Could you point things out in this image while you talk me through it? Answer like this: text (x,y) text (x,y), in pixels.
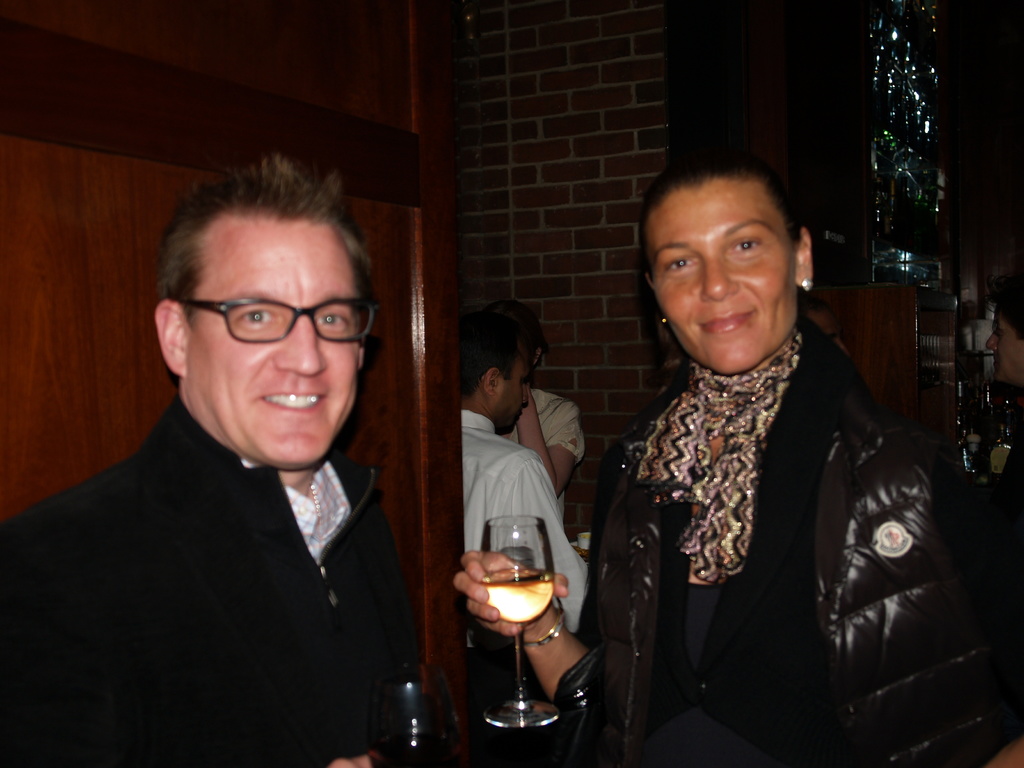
There are two persons (358,481) standing and holding a wine glass (515,584) in their hand (533,628) and there are two people (516,403) standing in the background (507,405).
